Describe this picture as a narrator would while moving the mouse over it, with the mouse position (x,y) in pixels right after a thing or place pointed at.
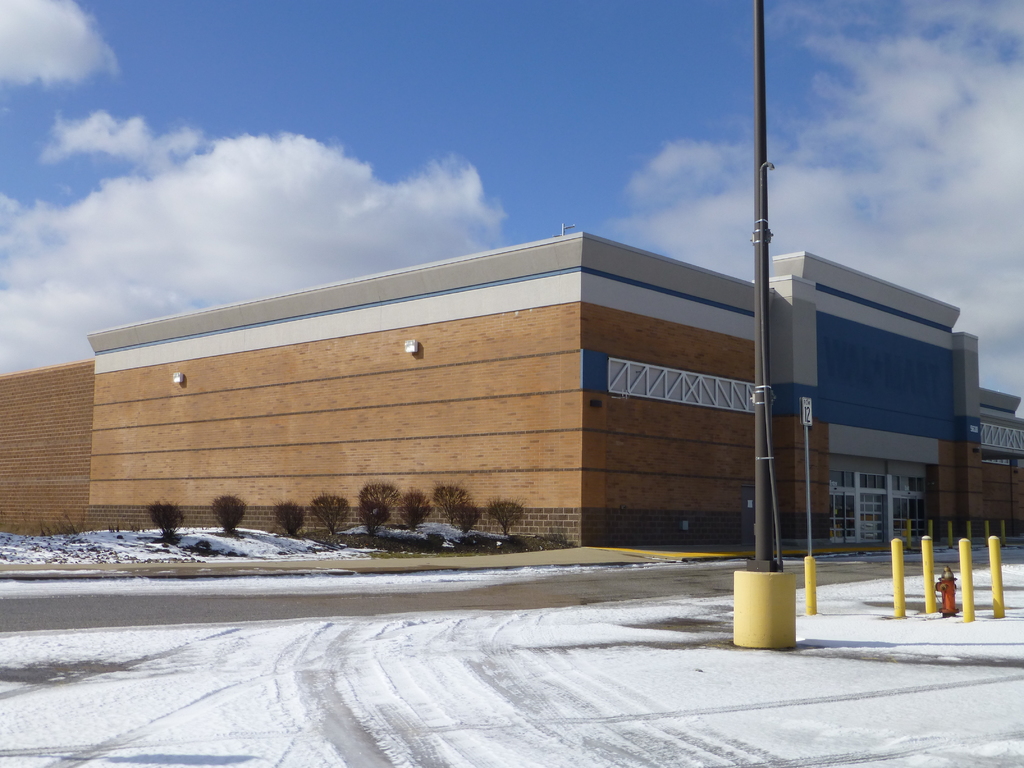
In this image we can see building (584,372), pole (763,267), trees (416,516), road (279,617), snow (432,741). In the background (605,104) we can see sky (560,82) and clouds (190,215).
